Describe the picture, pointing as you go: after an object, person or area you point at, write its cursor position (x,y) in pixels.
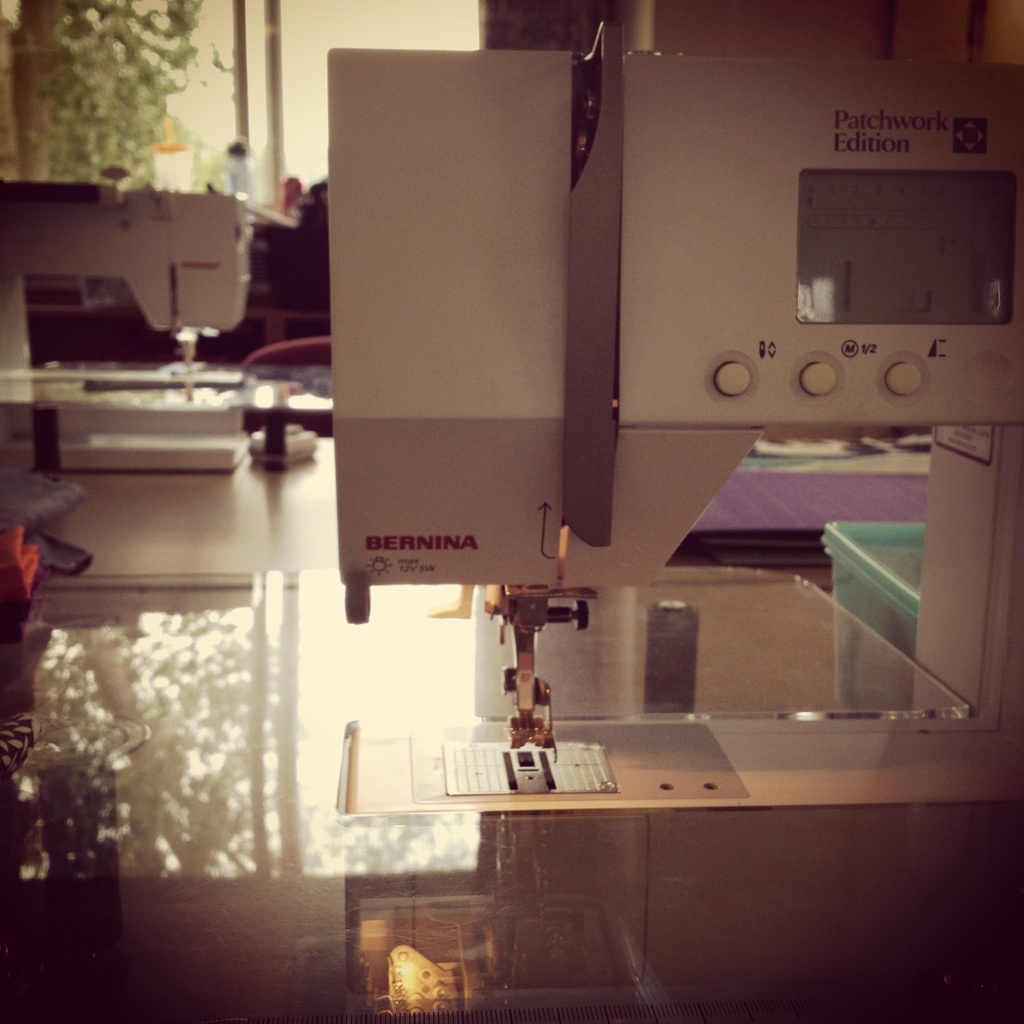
Here we can see machines (430,256), glasses (867,701), box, and a cloth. From the glass (209,163) we can see trees (199,744).
